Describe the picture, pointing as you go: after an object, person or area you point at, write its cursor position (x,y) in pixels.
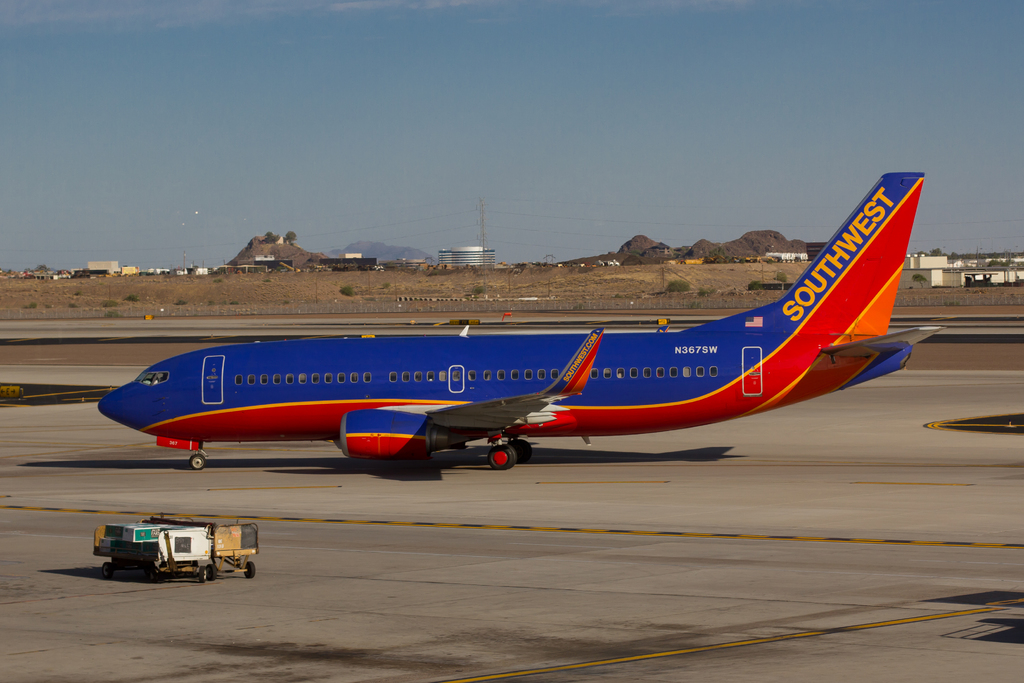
In this picture, we can see the ground (493,537), air craft (592,424), trolley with some objects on it, ground (928,305), mountains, trees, buildings (1011,274), poles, wires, containers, and the sky (500,248).
